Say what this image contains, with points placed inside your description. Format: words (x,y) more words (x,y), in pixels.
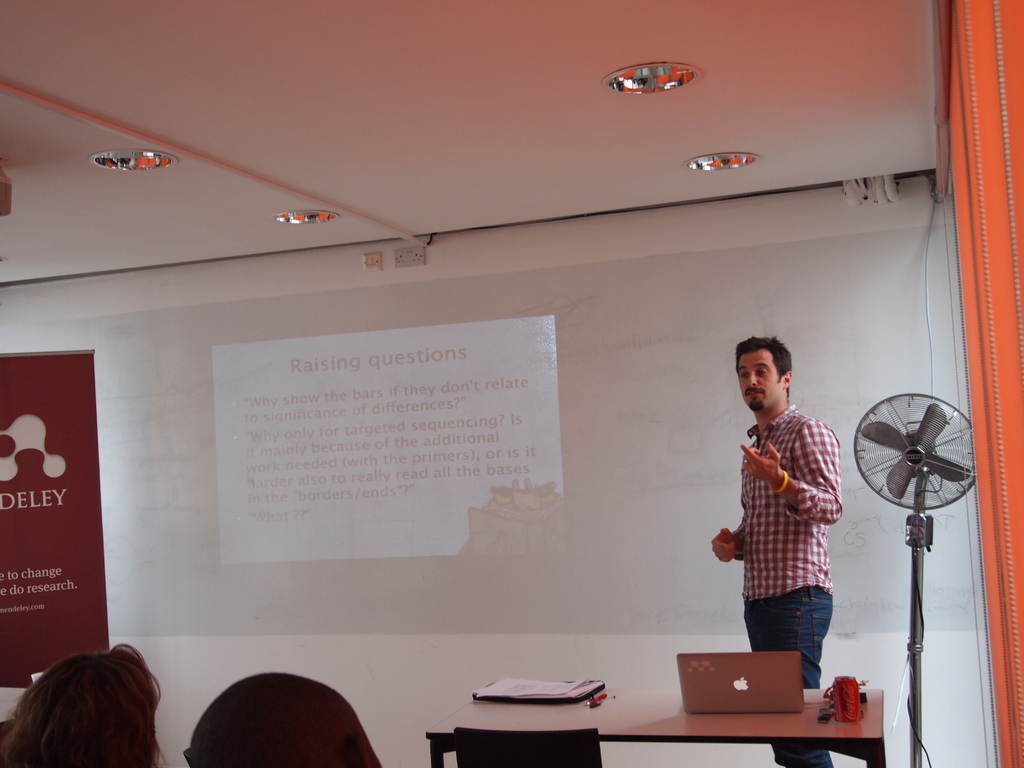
Here we can able to see a screen (363,462) on wall (263,323). In-front of this screen (285,464) there is a banner (50,450). This man (759,471) is standing. In-front of this man (795,636) there is a table (500,718), on a table (790,741) there is a laptop (724,688), pen (589,702) and papers (579,693). Beside this man (776,513) there is a fan (926,485).
